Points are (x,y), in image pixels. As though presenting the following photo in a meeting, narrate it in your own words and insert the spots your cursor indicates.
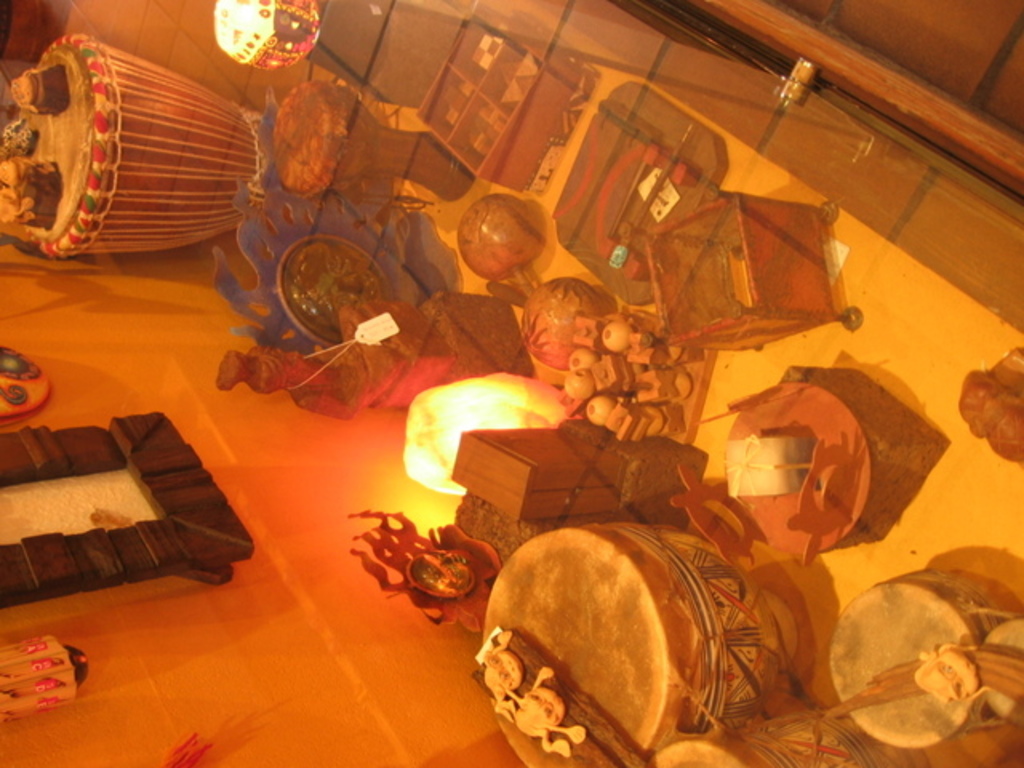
In this image we can see some musical instruments (844,684), lamps (446,479), wooden boxes (611,504) and some objects (685,489) which are placed on the floor (806,658). We can also see a frame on a wall (285,636).
